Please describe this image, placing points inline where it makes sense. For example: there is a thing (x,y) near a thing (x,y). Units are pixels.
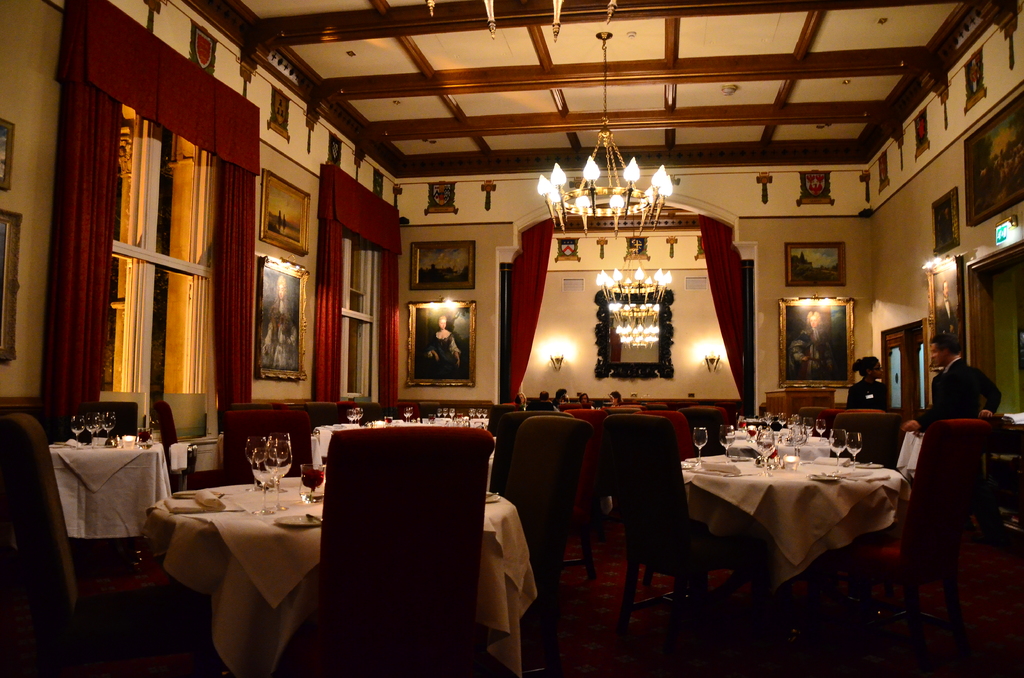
In this picture we can see glasses (269,483) and objects (302,485) on tables (288,510), chairs (385,444) and floor (654,594). There are people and we can see frames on the walls (489,396), curtains (234,350) and windows (352,377). In the background of the image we can see chandeliers (615,223), lights (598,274) and mirror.
